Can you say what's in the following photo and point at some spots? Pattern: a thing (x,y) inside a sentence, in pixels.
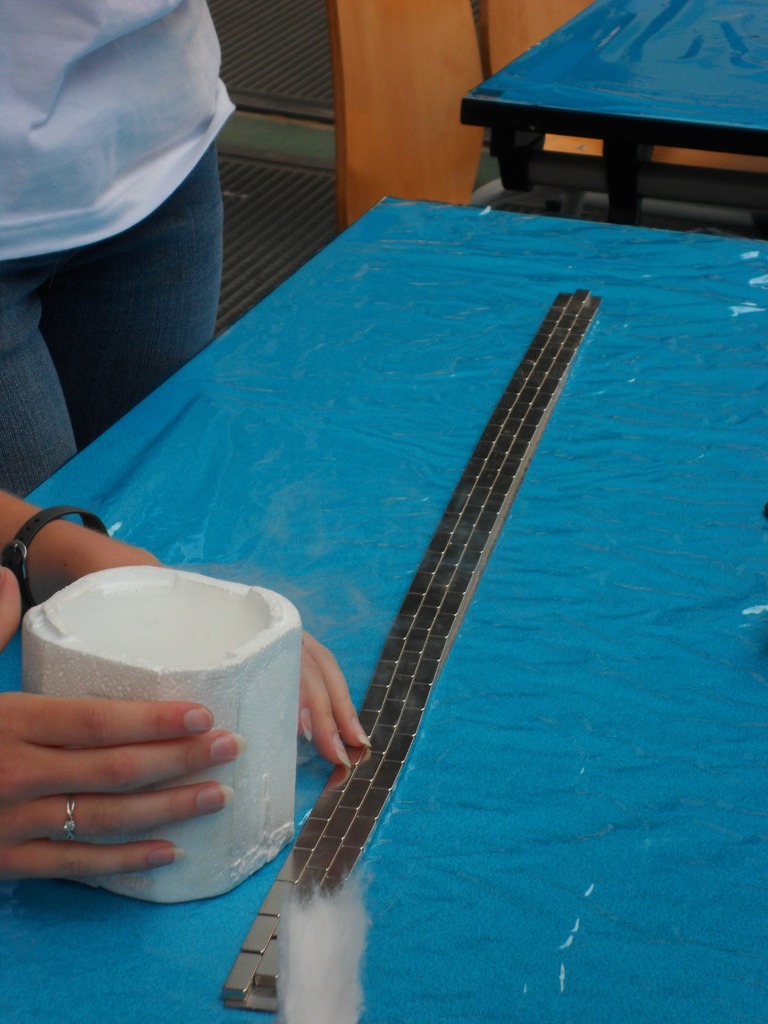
This picture shows a table (291,482) and a woman hands (30,732) on the table (145,950).
